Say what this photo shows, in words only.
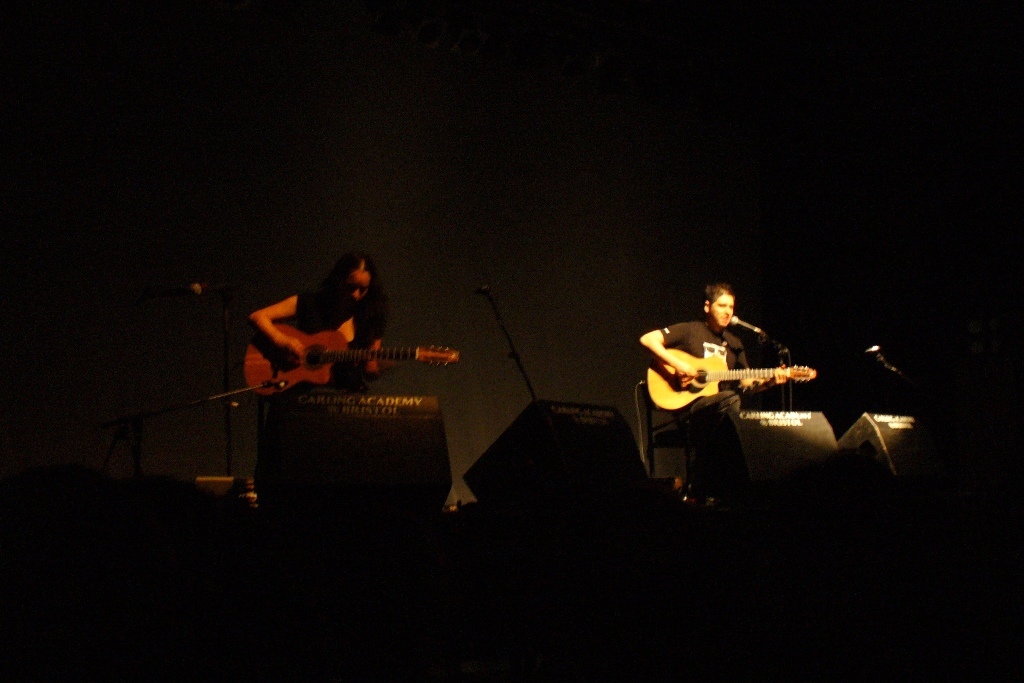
In this image I can see two people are playing the musical instruments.
